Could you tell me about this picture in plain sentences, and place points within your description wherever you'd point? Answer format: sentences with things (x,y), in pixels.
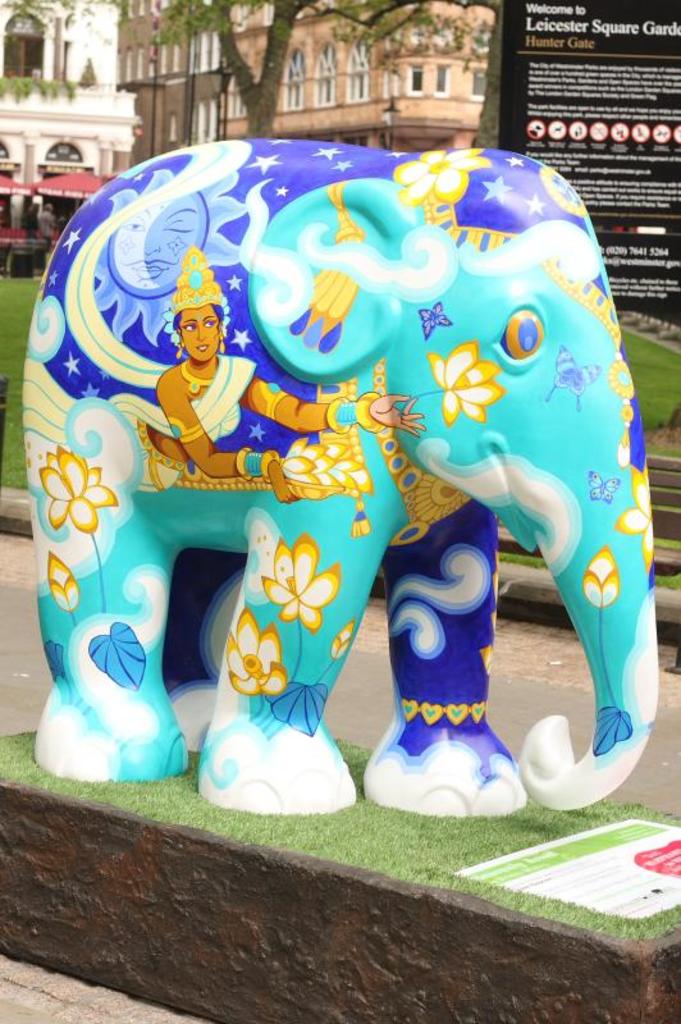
In the picture we can see a elephant idol (340,626) on the part of a grass path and on it we can see some paintings (190,427) and designs (469,601) and behind it we can see a grass path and on it we can see two trees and a board (508,67) with some information in it and in the background (480,65) we can see buildings (483,73).
